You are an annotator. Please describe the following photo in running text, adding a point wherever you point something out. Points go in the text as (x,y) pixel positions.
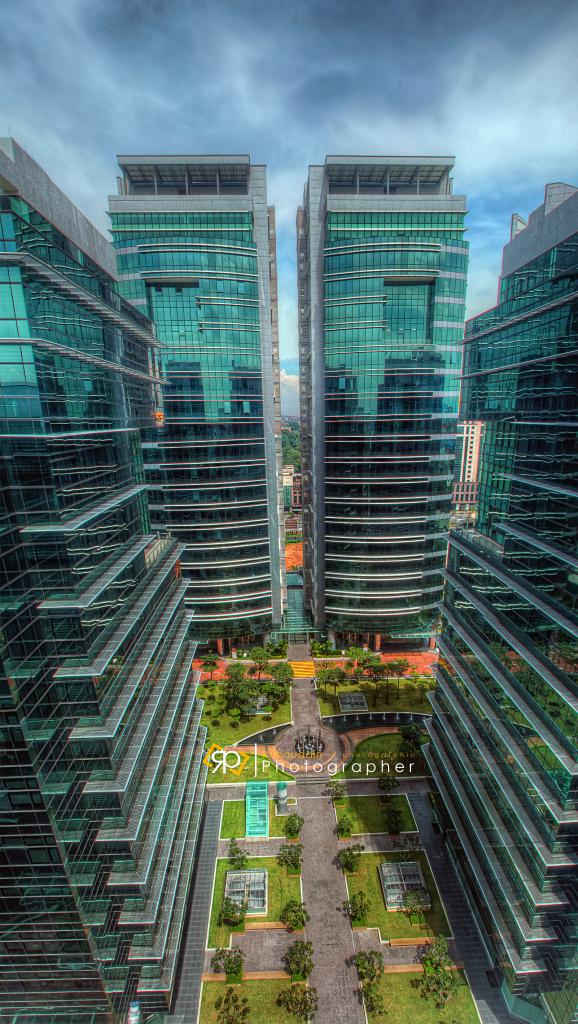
In this image I can see few buildings (139,525) which are green in color, the ground (300,813), few trees (354,900), some grass (275,903) and the road (307,705). In the background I can see the sky (247,105).
